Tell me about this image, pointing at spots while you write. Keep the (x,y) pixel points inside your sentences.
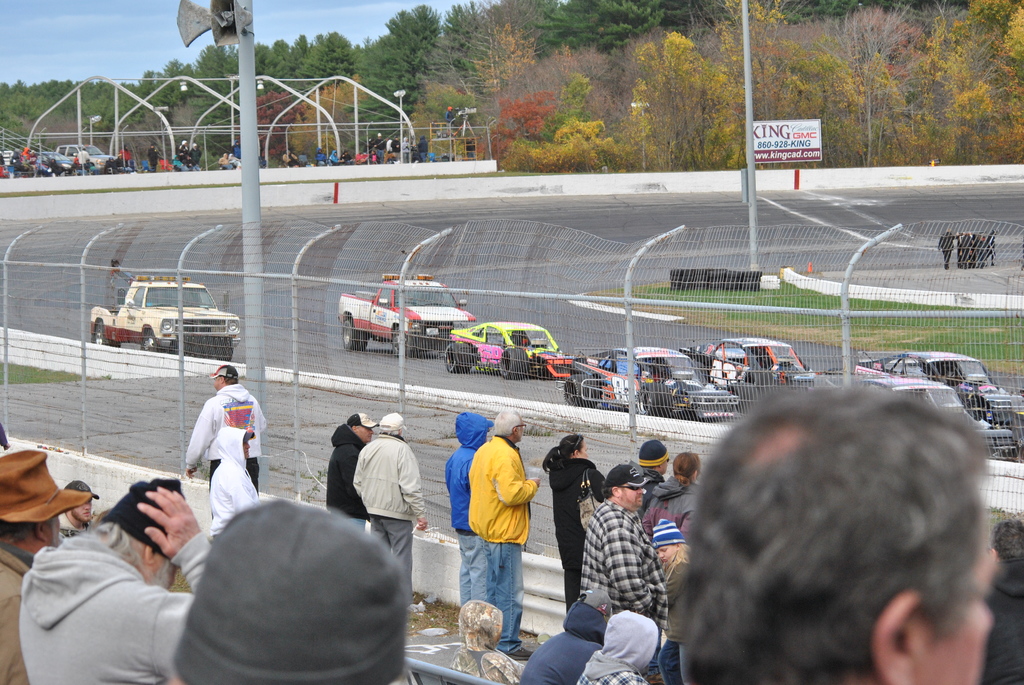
In this picture we can see group of people (602,553), in front of them we can find fence (558,283), few metal rods (467,289) and few cars (396,299) on the tracks (444,285), in the background (781,147) we can see few trees (578,77), tyres (715,276) and a sign board (790,127).
